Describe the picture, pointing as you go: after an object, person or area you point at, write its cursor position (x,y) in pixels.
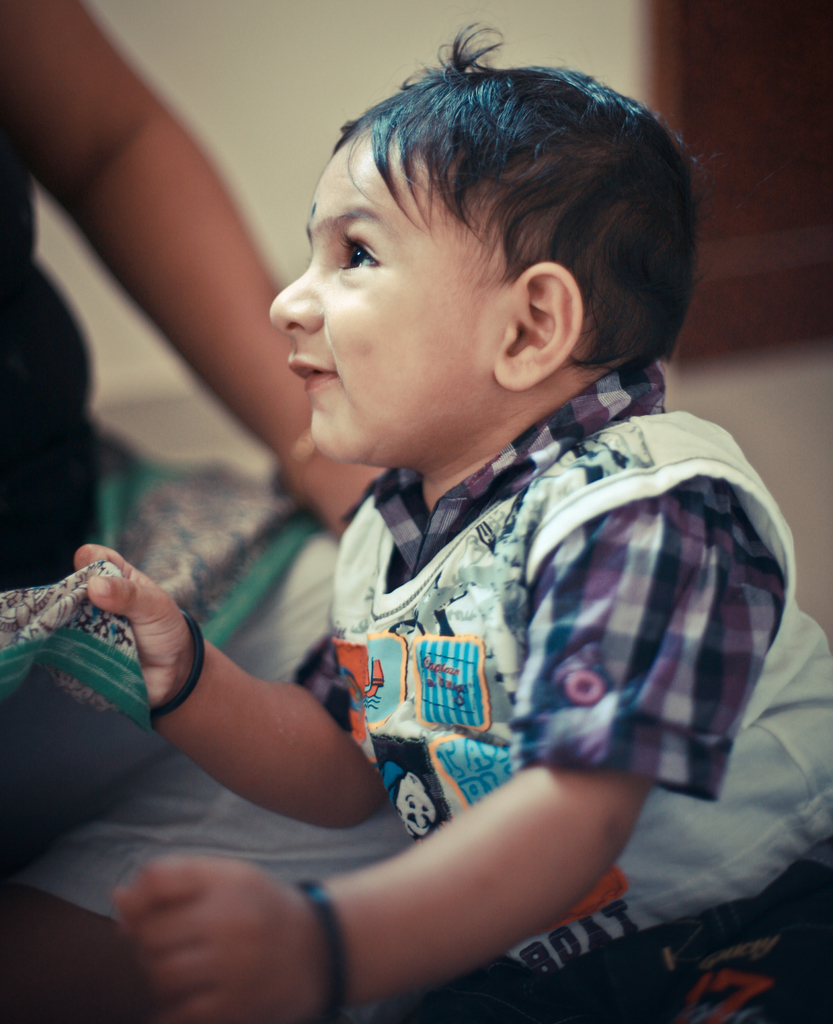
In this picture we can see a child (362,688) holding a dress (128,670) of a person (271,438). We can see a door (772,215) and a wall (247,174) in the background (772,215).
